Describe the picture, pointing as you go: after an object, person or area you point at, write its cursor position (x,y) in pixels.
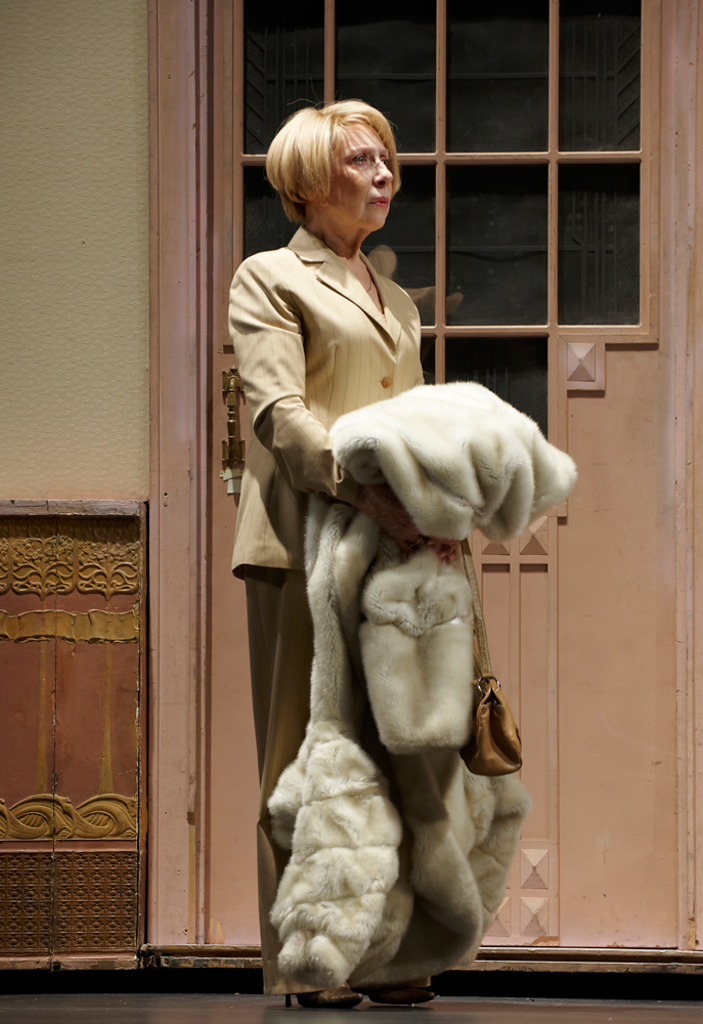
In the image there is a woman (340,309) standing and holding a fur coat (460,433) on her hand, in background (416,52) there is a door (478,74) which is closed and a wall (79,202).
